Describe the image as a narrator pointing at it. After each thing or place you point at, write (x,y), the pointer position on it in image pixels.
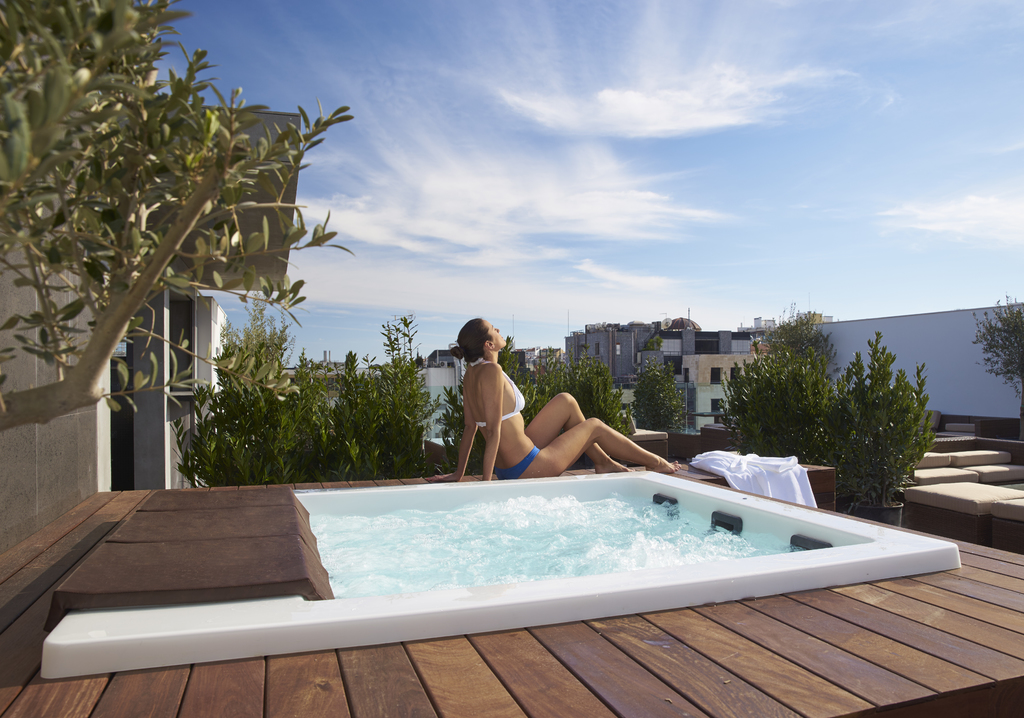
In this image we can see a person (498,405) wearing bikini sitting on wooden floor (841,705) and there is a pool (558,555) and in the background of the image (422,387) there are some plants (397,388), chairs (945,494) and there are some buildings (983,371), top of the image (683,237) there is clear sky (772,308).
